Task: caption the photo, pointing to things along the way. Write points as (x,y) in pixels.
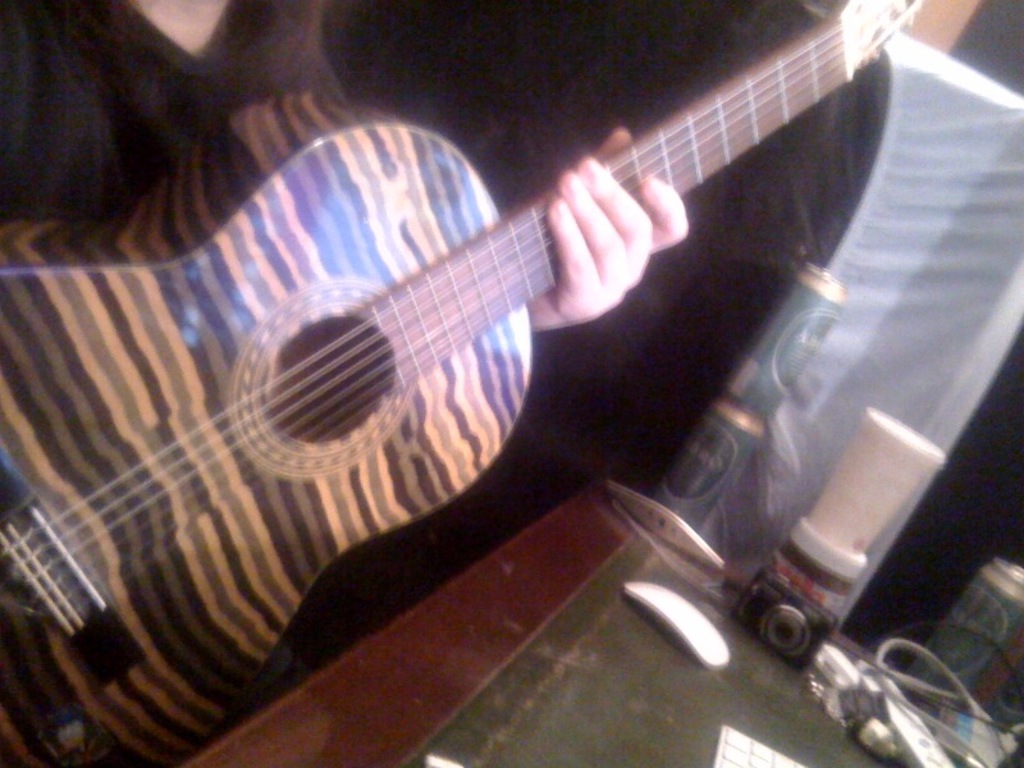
This is the picture of a guitar (98,378) which is in front of the table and on the table (625,598) we have some things (776,644) placed.
